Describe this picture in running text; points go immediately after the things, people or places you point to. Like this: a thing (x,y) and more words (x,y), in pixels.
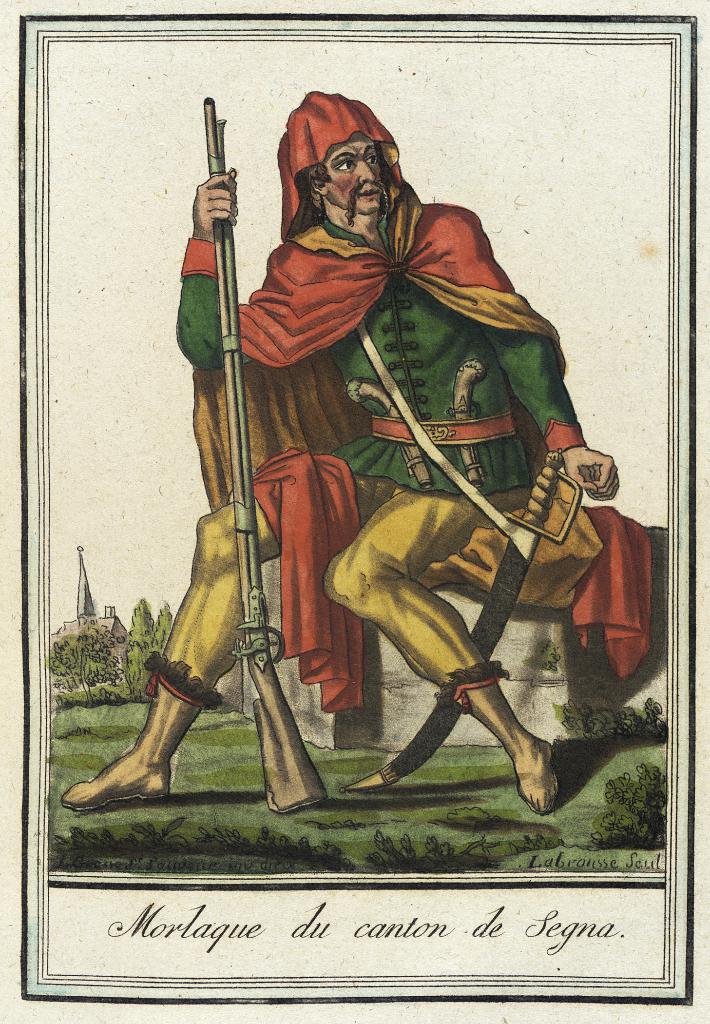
In this image I can see a poster (195,753). On this poster (468,138), I can see a painting (344,465) of a person (352,461) holding a gun (220,228) in the hand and looking at the right side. Beside there is a sword (511,561). At the bottom (110,816) there is grass (223,824). In the background (81,650) there are trees (140,642). At the bottom of this painting (81,649) there is some text (331,942).
